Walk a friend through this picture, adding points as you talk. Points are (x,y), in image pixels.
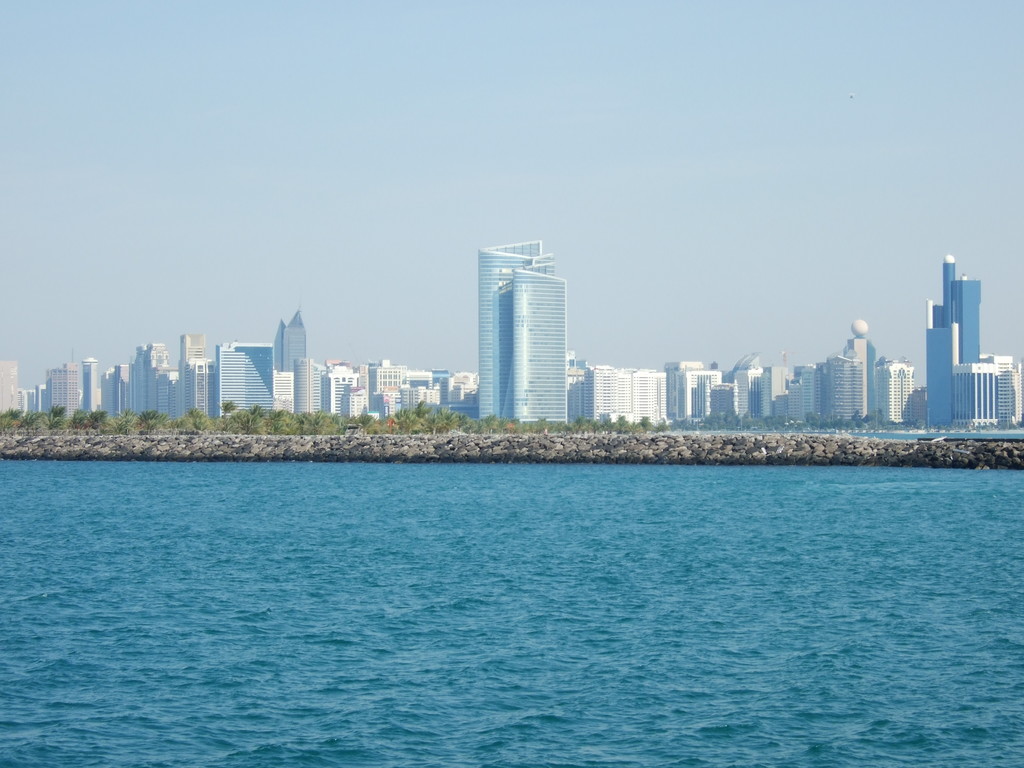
In this picture I can see water (733,516), rocks (846,454), trees (252,417), buildings (497,377), and in the background (583,209) there is sky (584,99).
